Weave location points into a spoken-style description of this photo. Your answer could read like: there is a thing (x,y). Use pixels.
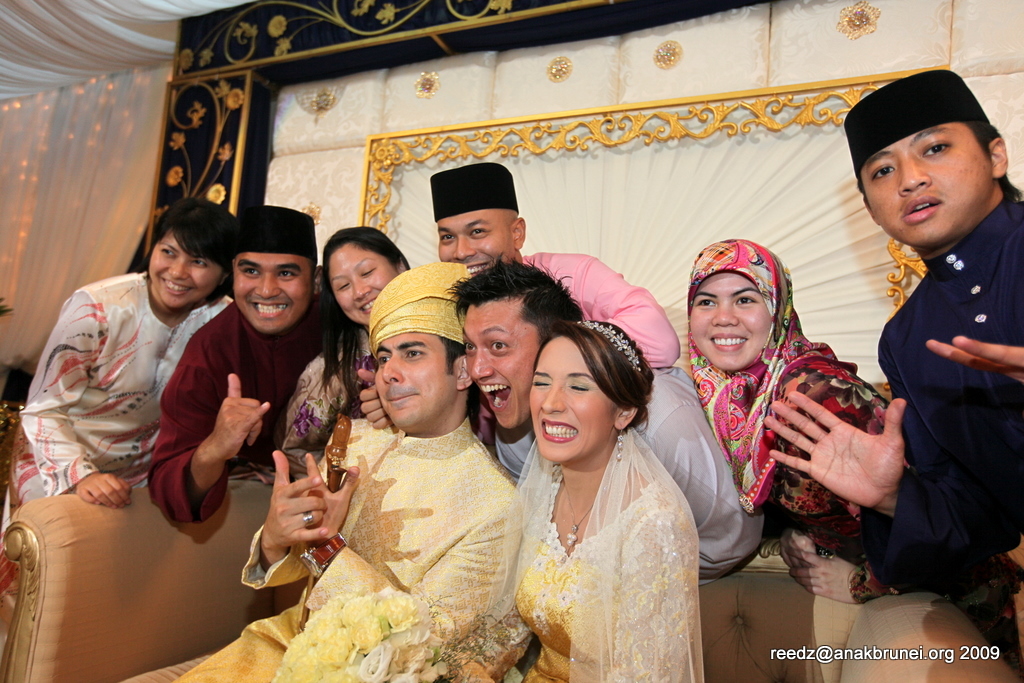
In this image I can see there are group of people (984,316) and they are smiling and in the background (338,107) I can see colorful designs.
